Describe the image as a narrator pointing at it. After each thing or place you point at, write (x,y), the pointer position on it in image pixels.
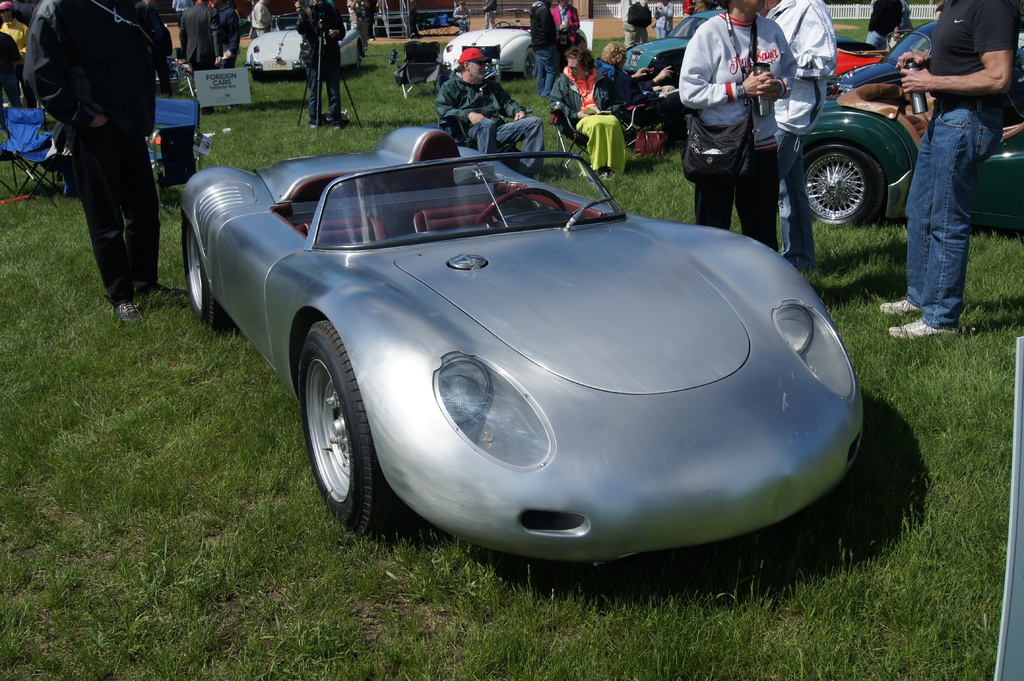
This is an outside view. At the bottom of the image (243,609) I can see the grass (224,629) in green color. Here I can see a car (557,322). In the background (778,149), I can see many people (709,70), few are standing by holding cameras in their hands (754,80) and few are sitting on the chairs (558,132) and also there are some cars (487,34).
